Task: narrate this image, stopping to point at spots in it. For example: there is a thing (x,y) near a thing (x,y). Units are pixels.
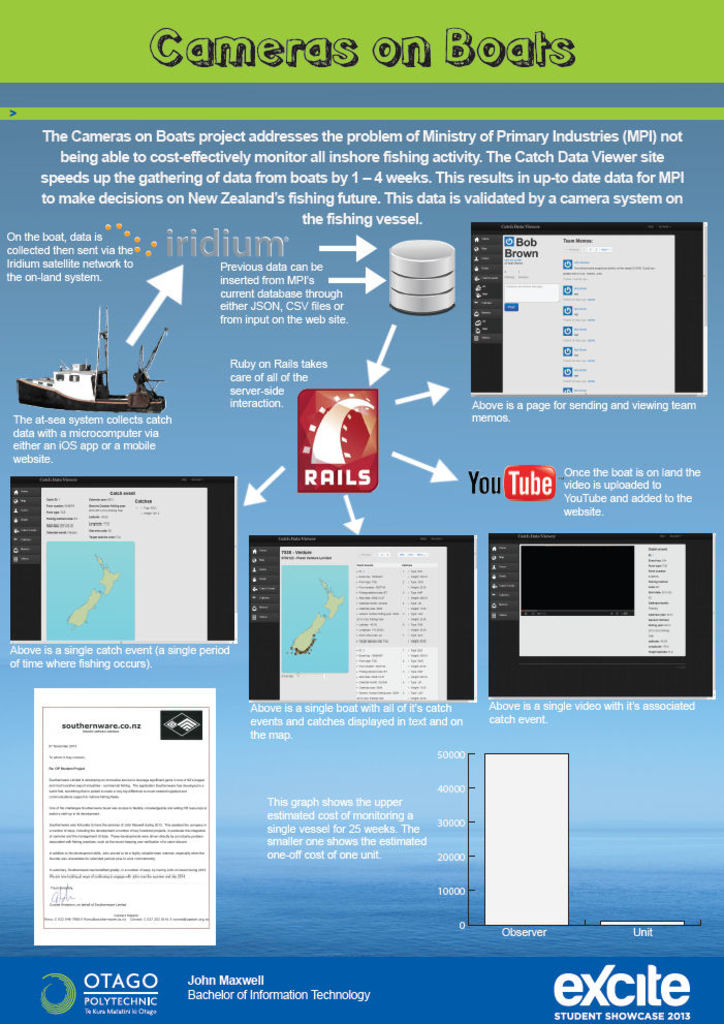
In this image we can see one poster (387,788) with text (410,184) and images (140,749).
